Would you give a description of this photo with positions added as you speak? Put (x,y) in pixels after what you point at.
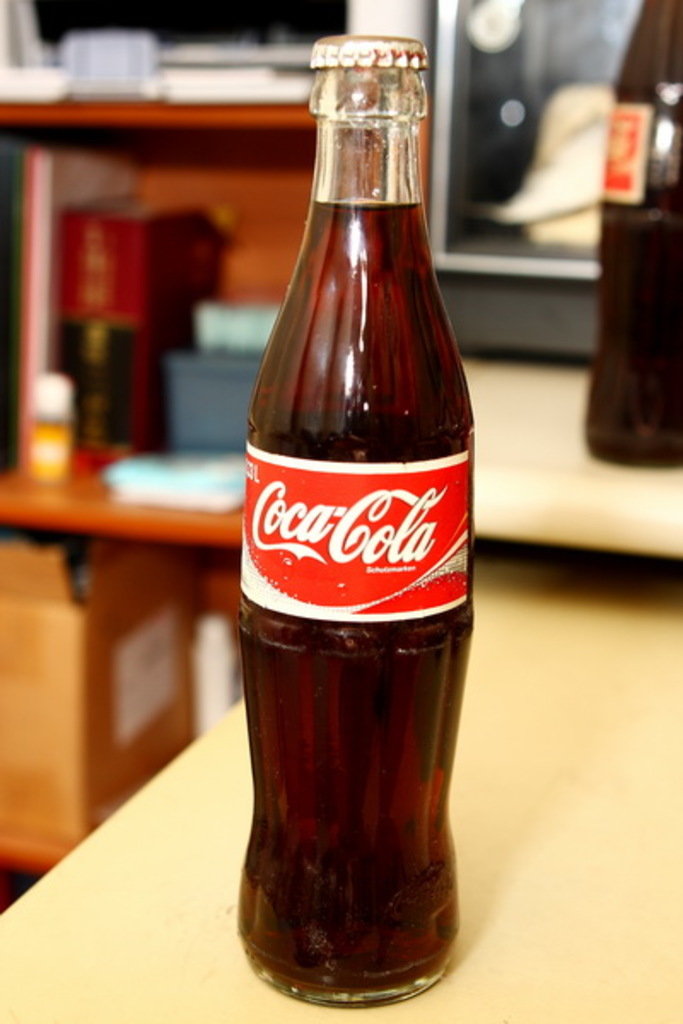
In this image i can see a coca-cola bottle (416,733) which is on the table (496,801).
